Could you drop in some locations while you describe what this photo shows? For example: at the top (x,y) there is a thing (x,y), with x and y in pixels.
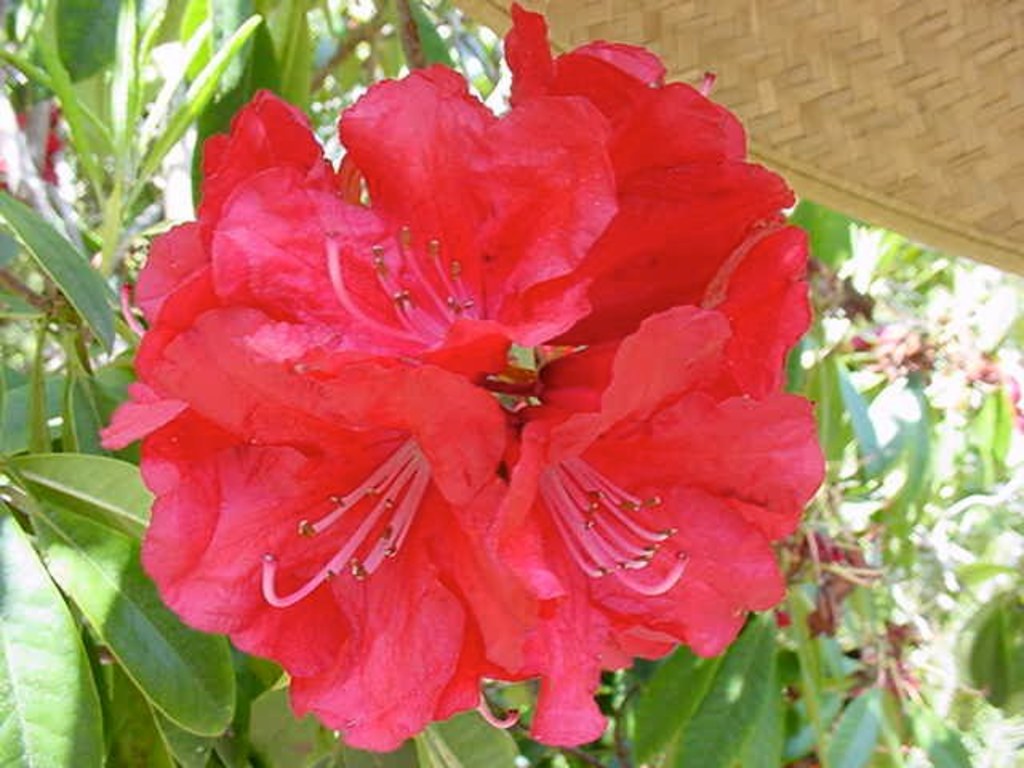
In the middle of the picture (555,314), we see a flower (398,484). It is in red color. In the background (882,719), we see the plants (761,684). In the right top of the picture (872,105), we see the dried grass mat (854,148).
